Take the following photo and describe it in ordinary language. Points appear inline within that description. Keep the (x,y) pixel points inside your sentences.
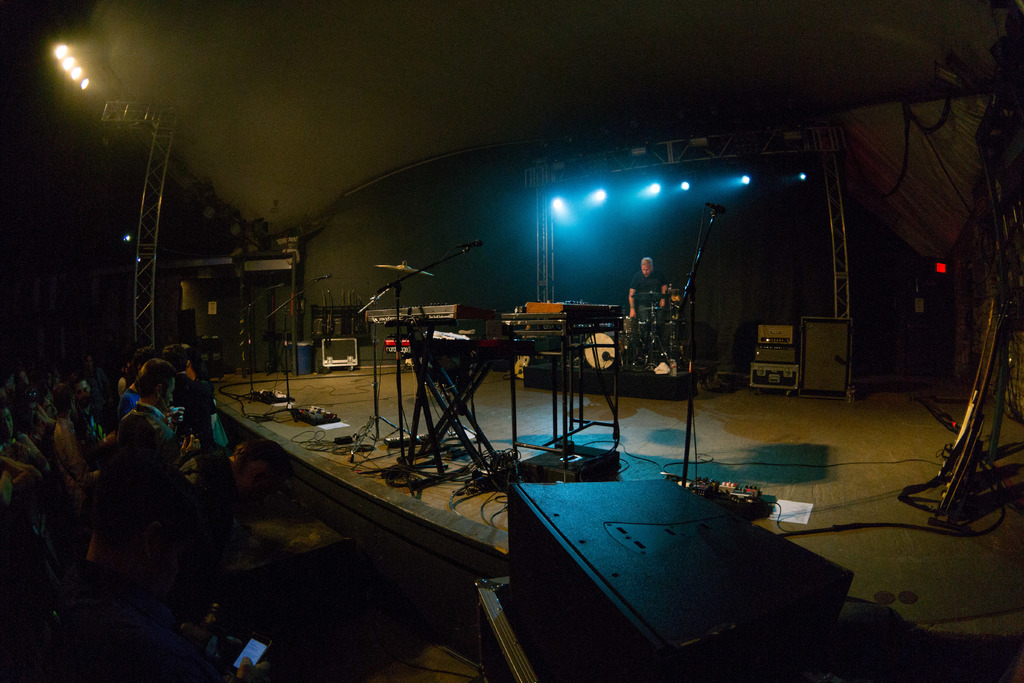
In this image we can see person (658,288) mic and musical instruments (591,348) on the dais (357,376). On the left side of the image (258,682) we can see crowd (90,530) and lights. In the background (725,226) we can see lights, poles (840,248) and wall (516,203). At the bottom of the image (660,545) there is speaker (565,572).
